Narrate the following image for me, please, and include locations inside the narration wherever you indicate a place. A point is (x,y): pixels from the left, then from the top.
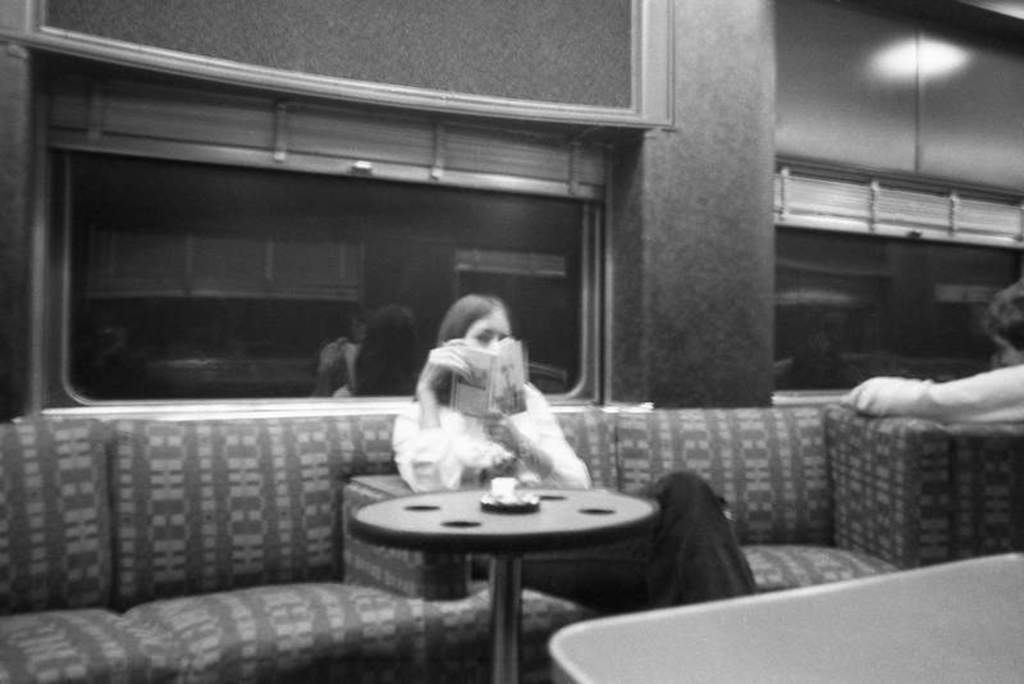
It is a black and white image, in this a woman (651,564) is sitting on the sofa (256,468) and reading the book (512,384), there are window glasses (456,271) in this image.
